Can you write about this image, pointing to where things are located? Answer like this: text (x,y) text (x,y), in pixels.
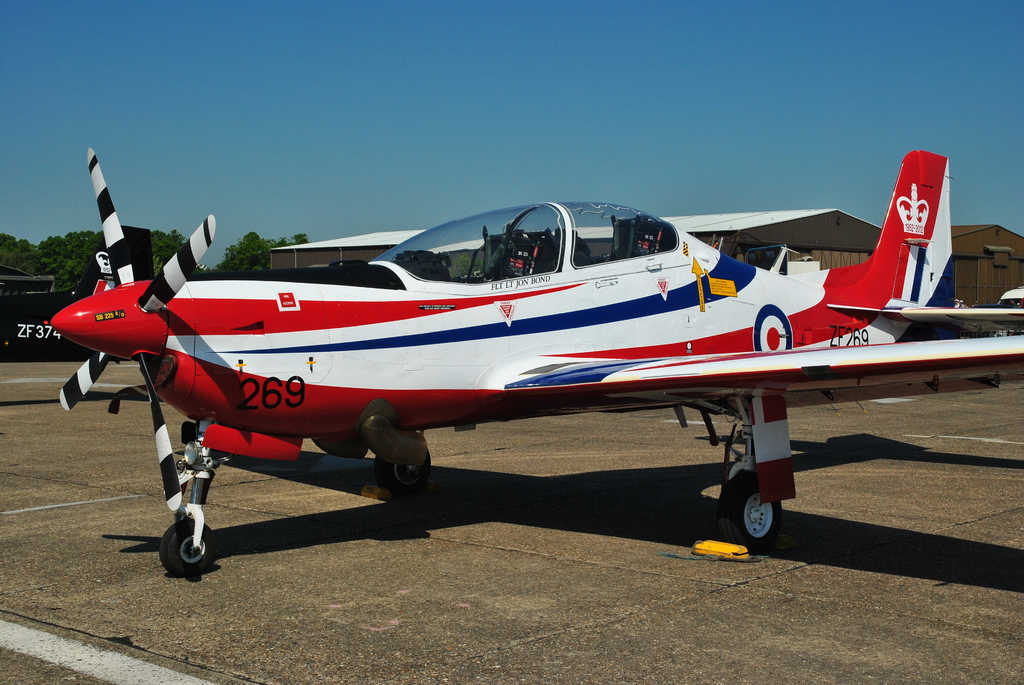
In the center of the image (358,435) there is an aeroplane (379,436). In the background (959,225) we can see buildings (754,234), trees (67,262) and sky (328,155).
